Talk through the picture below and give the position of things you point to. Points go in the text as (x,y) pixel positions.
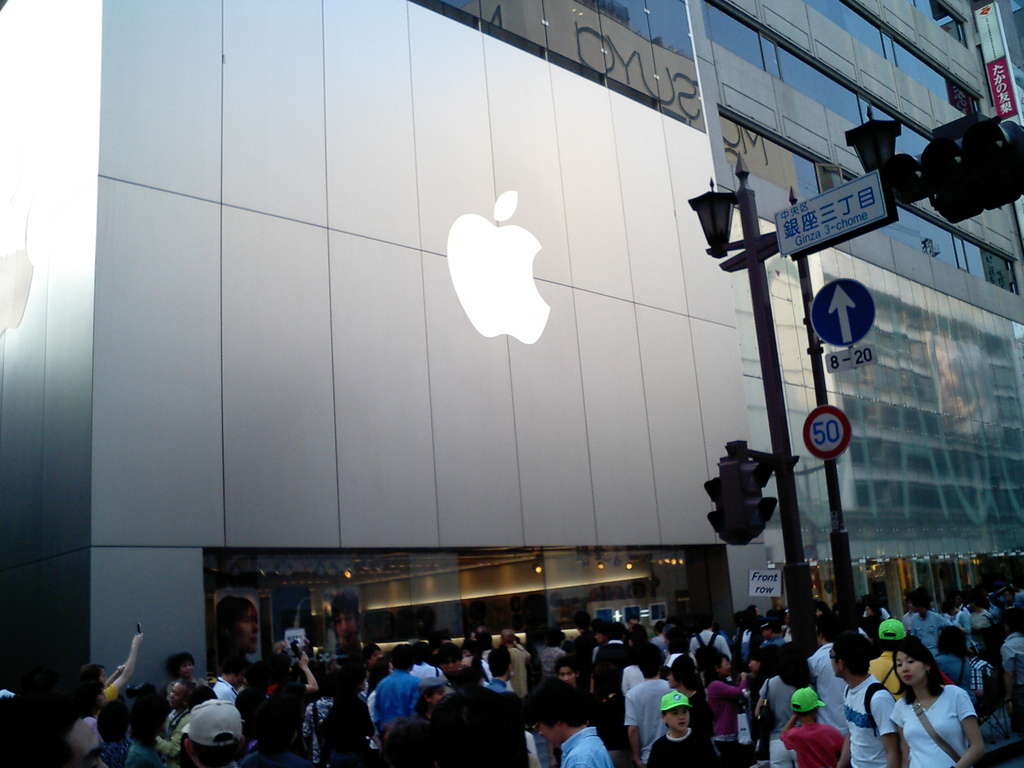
In the image we can see there are many people (728,659) around, standing and walking. The people (909,706) are wearing clothes (627,726) and some of them are wearing cap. This is a light pole (763,377), board (854,237), signal pole (754,481) and gadgets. We can even see the building (438,290) and a logo (474,296).
